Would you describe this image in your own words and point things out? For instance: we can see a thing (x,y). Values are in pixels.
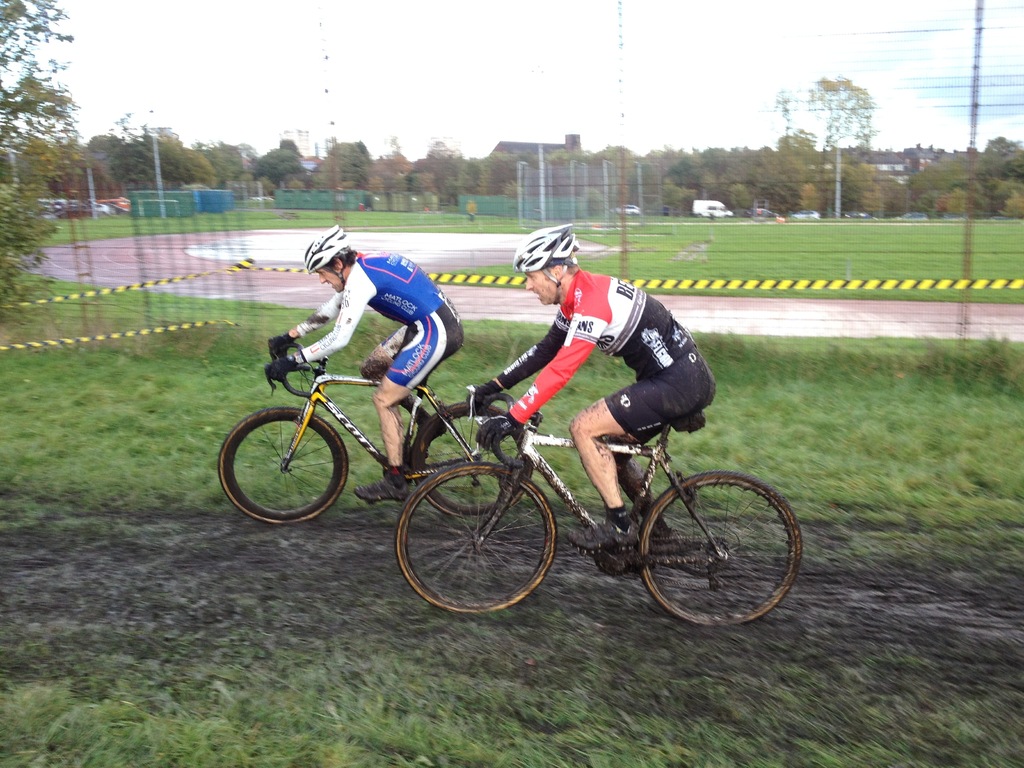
In this image, in the middle (391,427), we can see two men (395,401) are riding a bicycle (722,477). In the background (56,162), we can see a net fence (470,205), trees (20,172), vehicles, buildings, pole (971,239). At the top (443,25), we can see a sky (466,33), at the bottom (89,618), we can see a grass (909,435) and a land (76,614).
